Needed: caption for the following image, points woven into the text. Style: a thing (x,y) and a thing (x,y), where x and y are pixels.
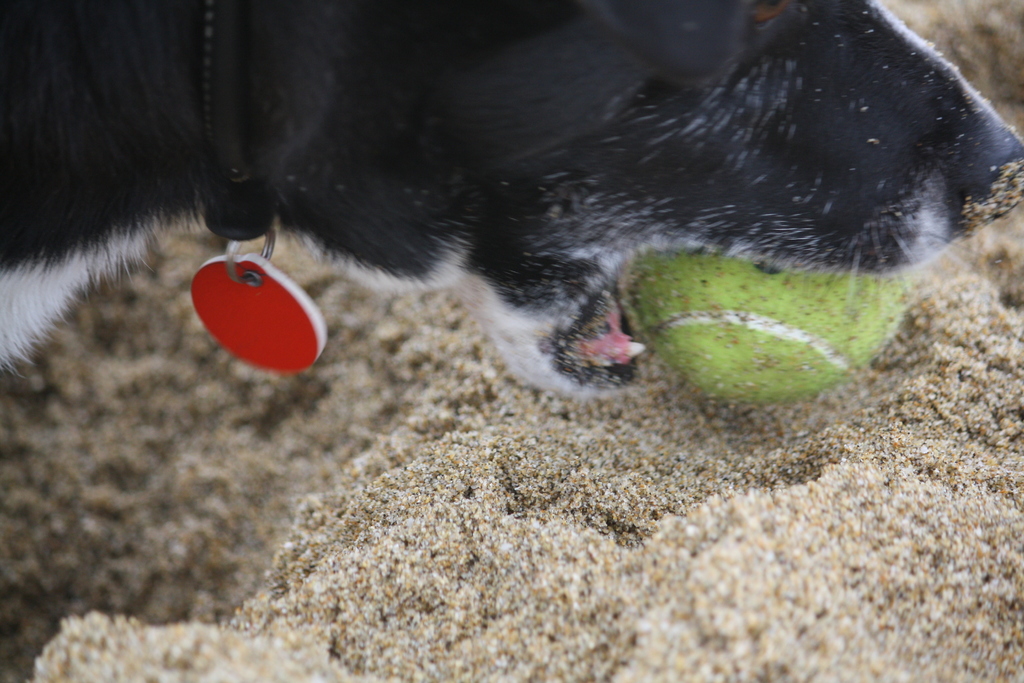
In this image, we can see a black and white dog (492,297) with belt (231,238) and locket (268,309) is trying to hold the ball (747,327) with the help of mouth (603,339). Background (249,515) we can see the sand (576,587).
